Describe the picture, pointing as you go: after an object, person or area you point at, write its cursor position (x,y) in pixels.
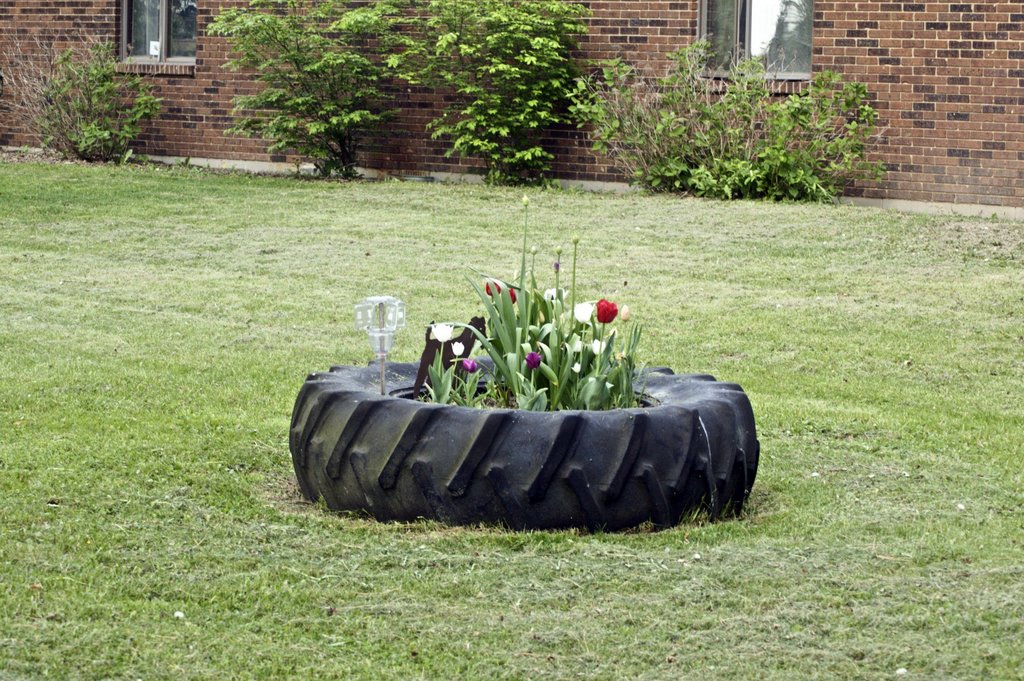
Here there are plants (470,393) with flowers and an object (371,331) on a stick (382,358) and these are surrounded like a fence (412,384) by a tire (355,379). In the background (342,142) there is a wall (155,142), windows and plants (335,110) at the wall (226,147).
